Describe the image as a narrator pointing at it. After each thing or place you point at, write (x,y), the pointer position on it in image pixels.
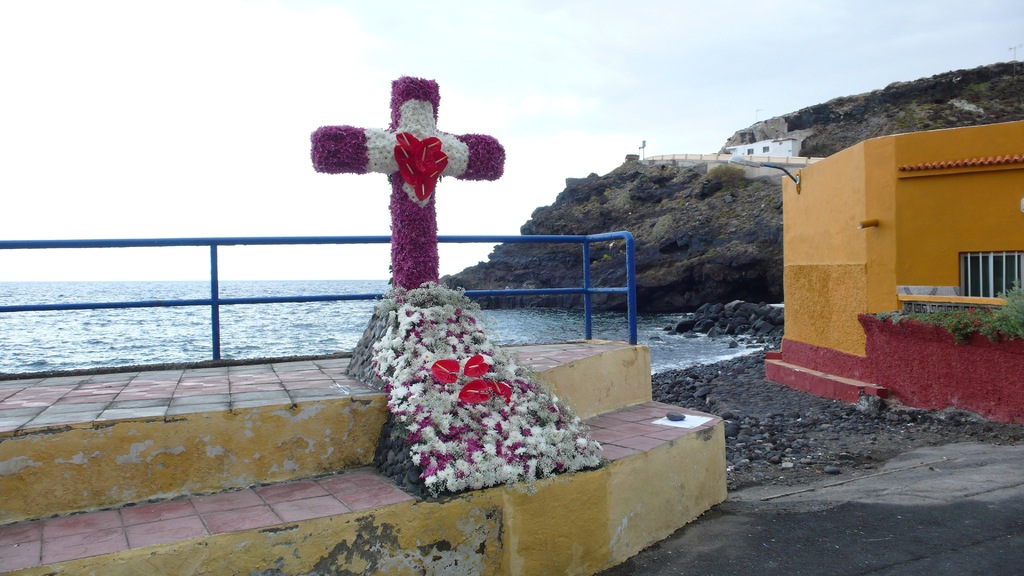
In this picture we can see flowers (422,344), cross (418,272) on steps (357,443), fence (633,305), rocks (698,402), road (910,490), houses (922,247) with windows (975,260), plants (992,307), water (77,288) and in the background (169,159) we can see the sky (628,112) with clouds (540,48).
